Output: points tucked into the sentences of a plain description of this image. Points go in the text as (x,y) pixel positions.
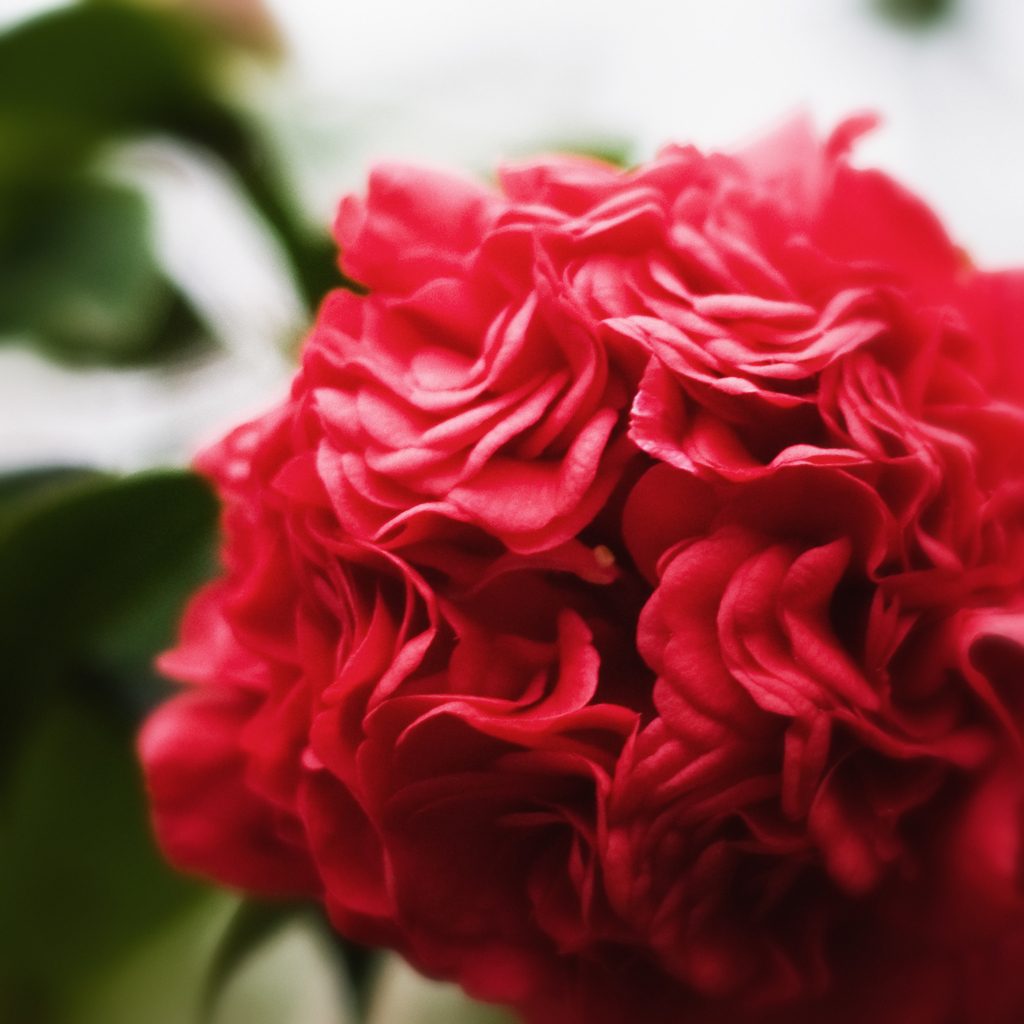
This image consists of a red camellia flower (652,393). To the left (148,496), there are green leaves (152,650). The background (995,48) is blurred.
